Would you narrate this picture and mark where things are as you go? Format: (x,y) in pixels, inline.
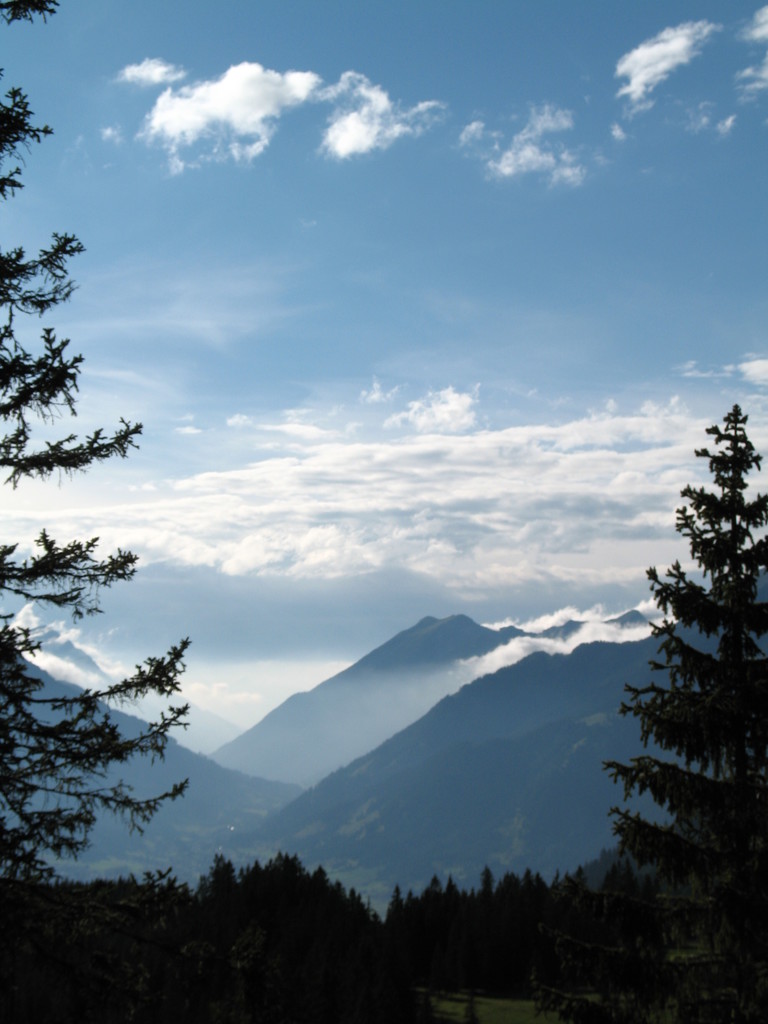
In the foreground of this image (301,890), there are trees (434,877). In the background (470,727), there are mountains (455,711), sky (473,472) and the cloud (377,477).
